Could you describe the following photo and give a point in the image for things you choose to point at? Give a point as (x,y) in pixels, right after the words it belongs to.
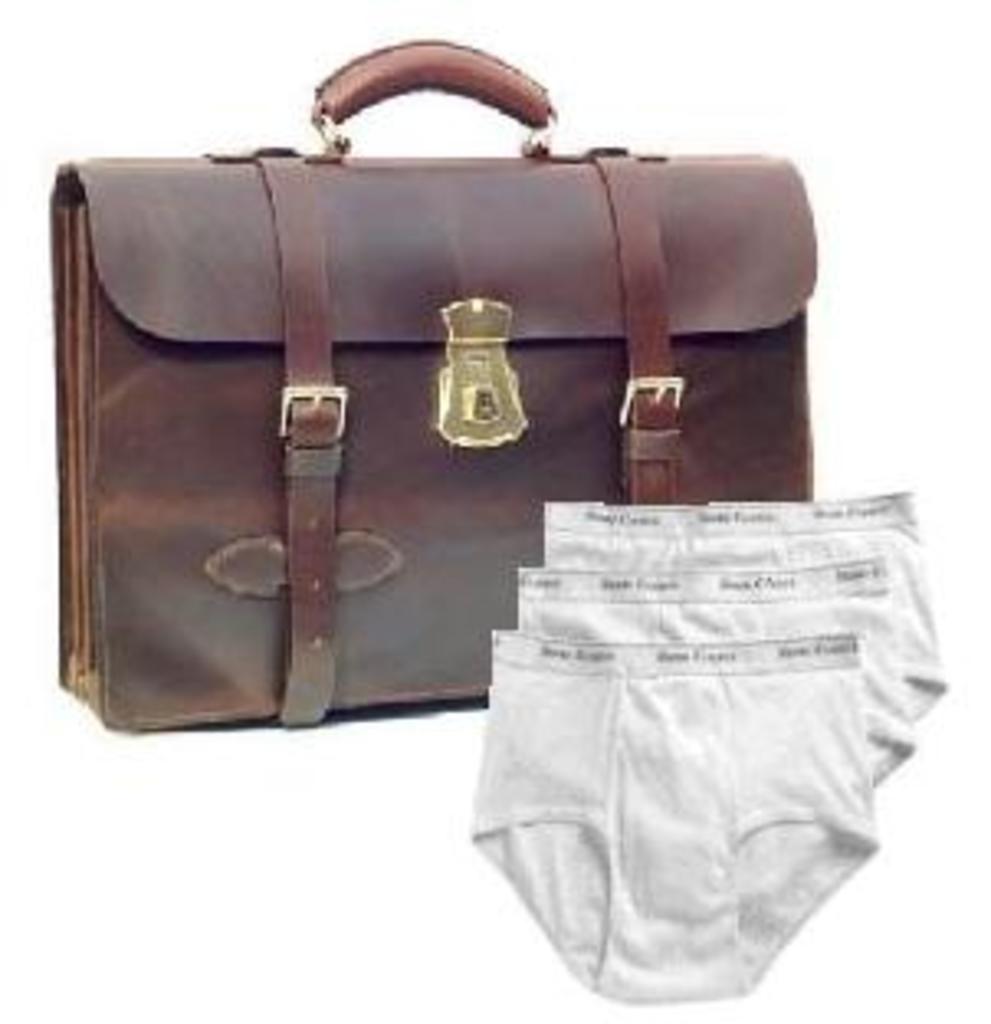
It's a leather bag (741,202) and undergarments (536,767) right side (720,759).
